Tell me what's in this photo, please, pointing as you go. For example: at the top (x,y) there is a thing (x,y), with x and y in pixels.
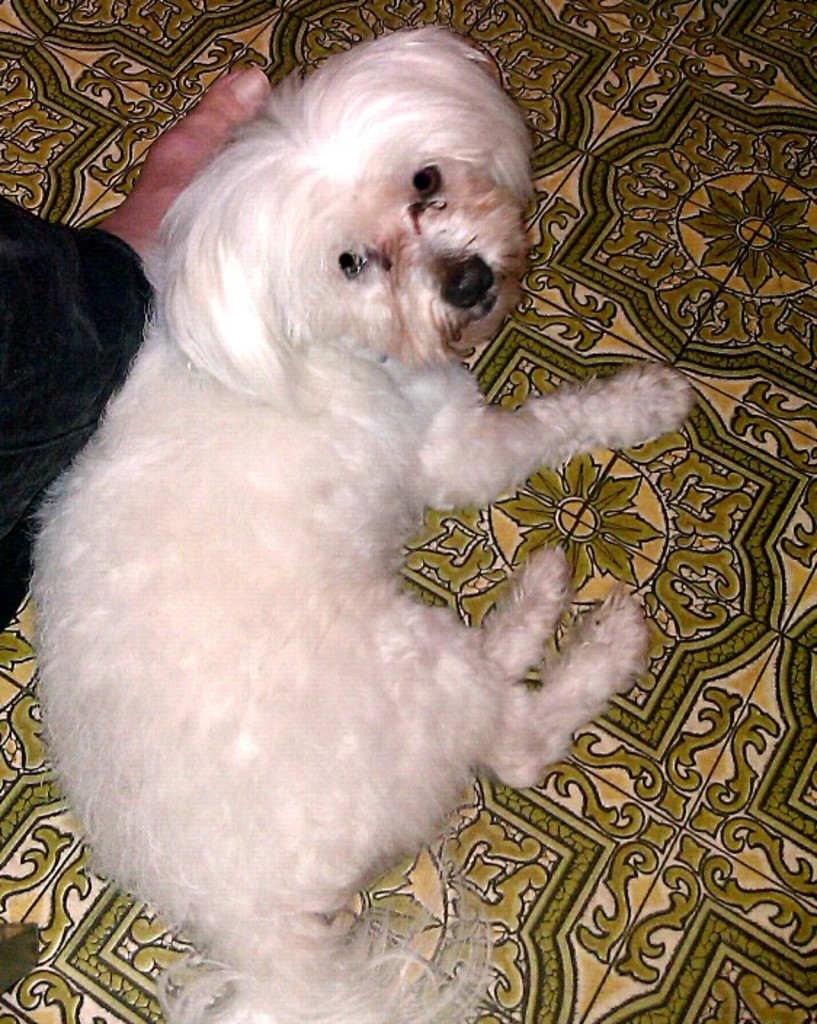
In this image I can see a dog (321,589) which is white and black in color on the ground (642,743). I can see a person's leg (104,396) wearing black colored dress (72,302). I can see the floor (171,67) which is cream and green in color.
